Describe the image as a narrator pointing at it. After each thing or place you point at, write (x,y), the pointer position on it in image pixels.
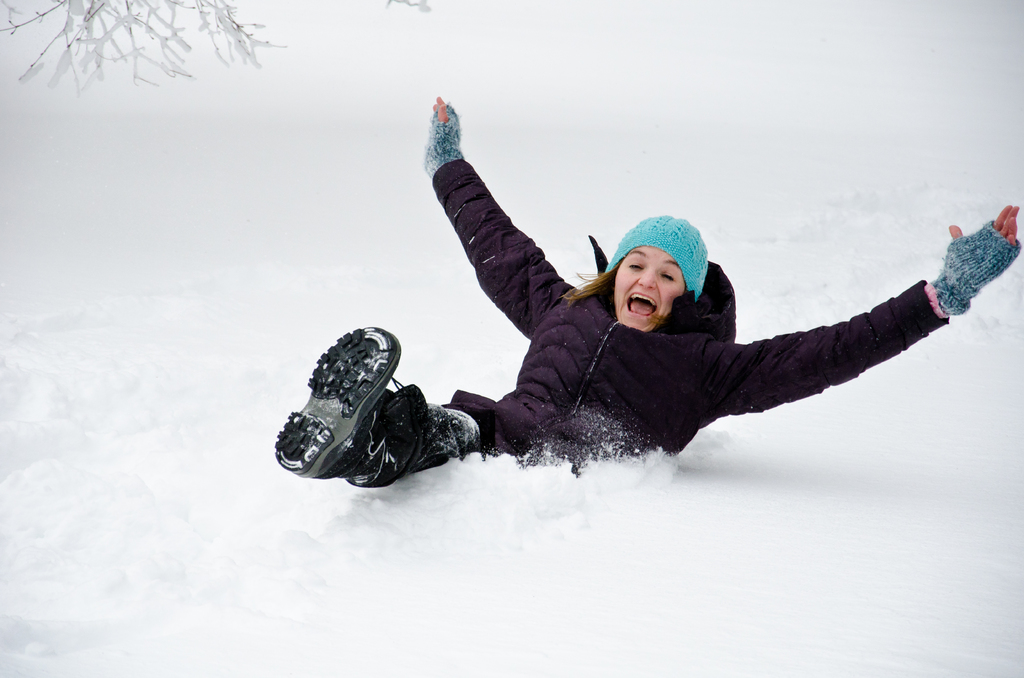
In this image there is a woman (546,378) playing in snow (654,499), at the top left of the image (129,36) there are branches (174,32).
